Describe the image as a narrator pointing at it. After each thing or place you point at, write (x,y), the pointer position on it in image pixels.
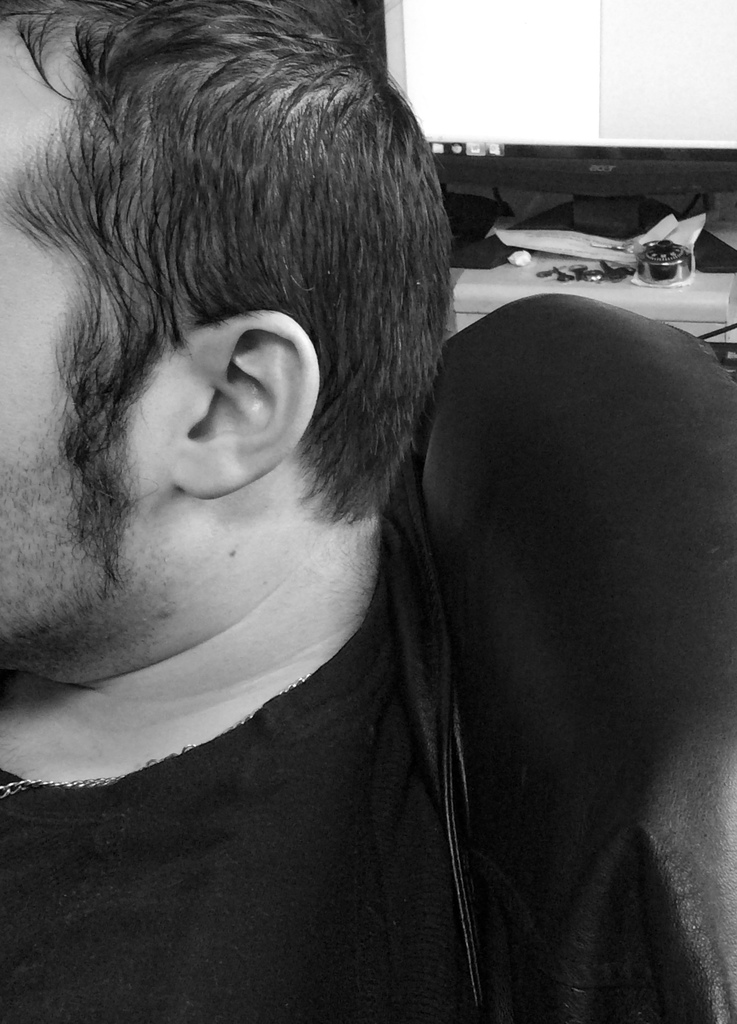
It is a black and white image. In this image in front (107,692) there is a person (138,795). Behind him there is a table (485,279) and on top of it there are few objects (690,237). On the backside (545,76) there is a monitor (586,66).
